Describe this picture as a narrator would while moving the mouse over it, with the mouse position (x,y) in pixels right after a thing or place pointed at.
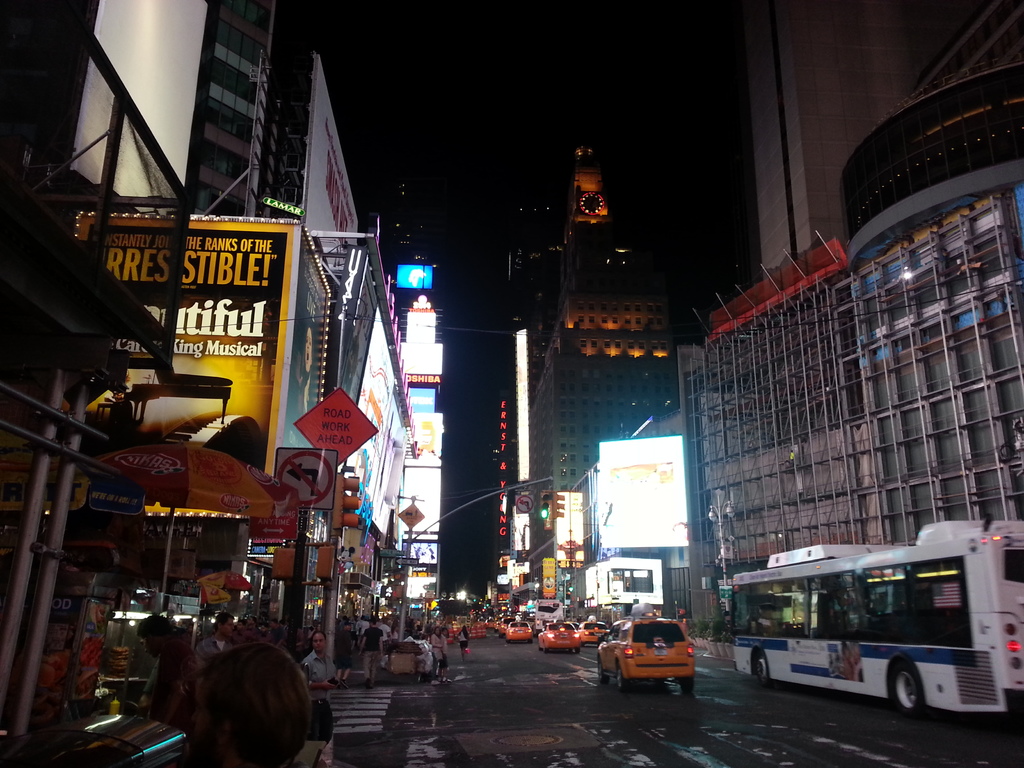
In this image there are vehicles (520,641) passing on the road (524,674), beside the road (522,667) on the pavement (387,679) there are a few pedestrians (315,670) walking and there are sign boards (291,459) and lamp posts (330,628). In the background of the image (356,598) there are buildings (336,350), in front of the buildings (220,344) there are shops (213,526) with name boards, in front of the buildings (248,532) there are tents (147,491) and there are billboards (302,388) on the buildings (408,446).
